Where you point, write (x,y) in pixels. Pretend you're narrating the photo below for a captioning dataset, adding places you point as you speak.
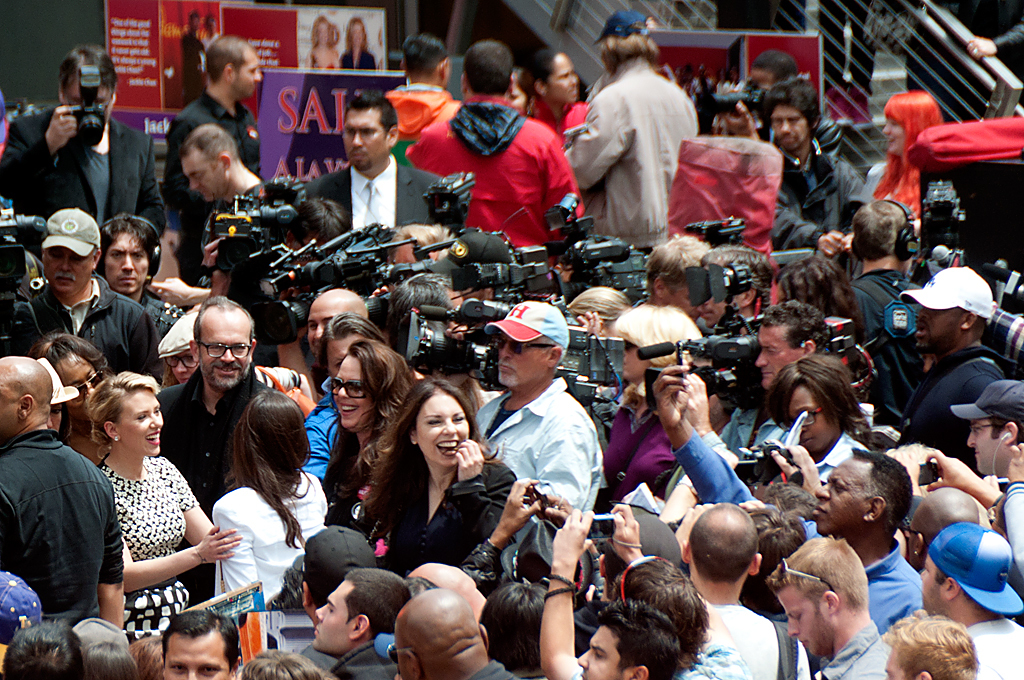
In the picture I can see a group of people (28,619). I can see a few people (151,487) smiling and a few of them (308,242) are holding the cameras (701,232) and mobile phones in their hands (824,237). In the background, I can see the hoardings (312,94). It is looking like a metal staircase (999,102) on the top right side (990,87).
